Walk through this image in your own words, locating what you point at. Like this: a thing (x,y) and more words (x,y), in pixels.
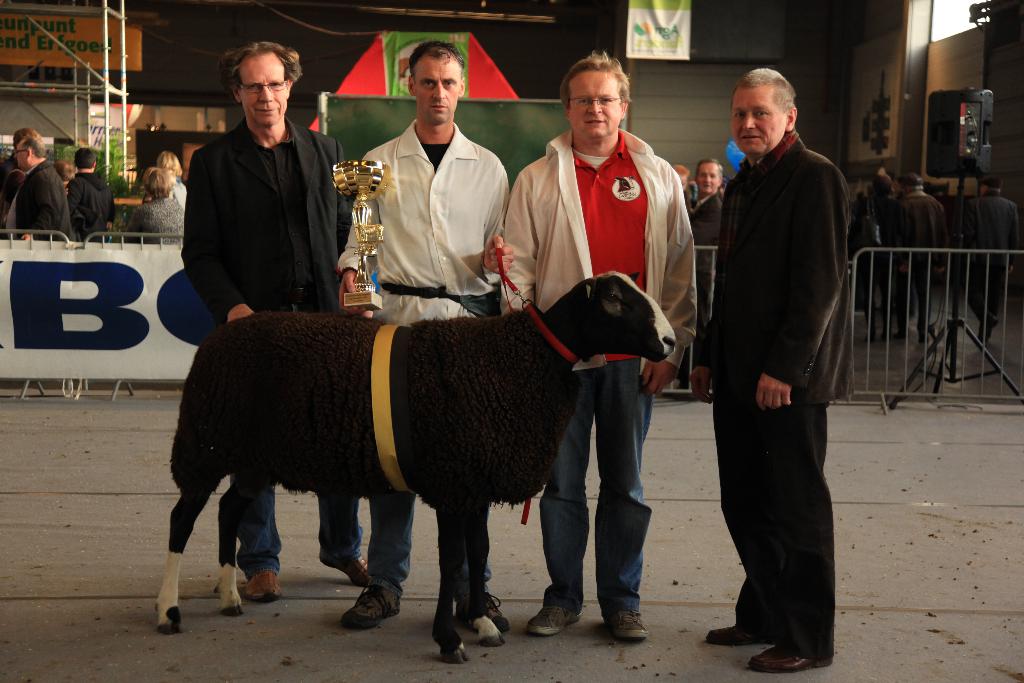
In this image I can see four people (395,236) with different color dresses (402,256) and there is an animal (430,462) in-front of these people (334,284). I can see one person (392,265) holding the trophy (374,276) and the belt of an animal (467,366). In the background (138,350) I can see the banner (174,348), railing (30,231), many people (31,213) and the boards (339,123). I can also see the wall (218,94) at the back (218,94).
